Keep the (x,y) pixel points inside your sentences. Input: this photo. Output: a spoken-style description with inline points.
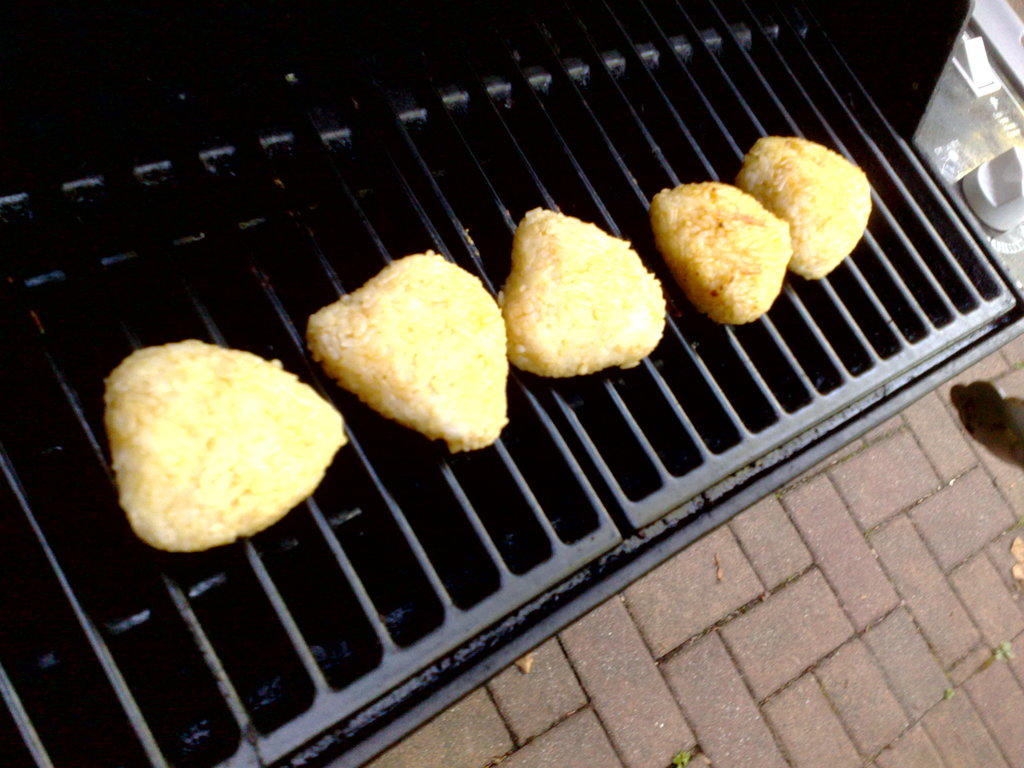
In this image we can see food item (820,168) on grills (263,330). In the bottom right (945,638) we can see a surface (749,597). In the top right (976,124), we can see a white object (953,108).
